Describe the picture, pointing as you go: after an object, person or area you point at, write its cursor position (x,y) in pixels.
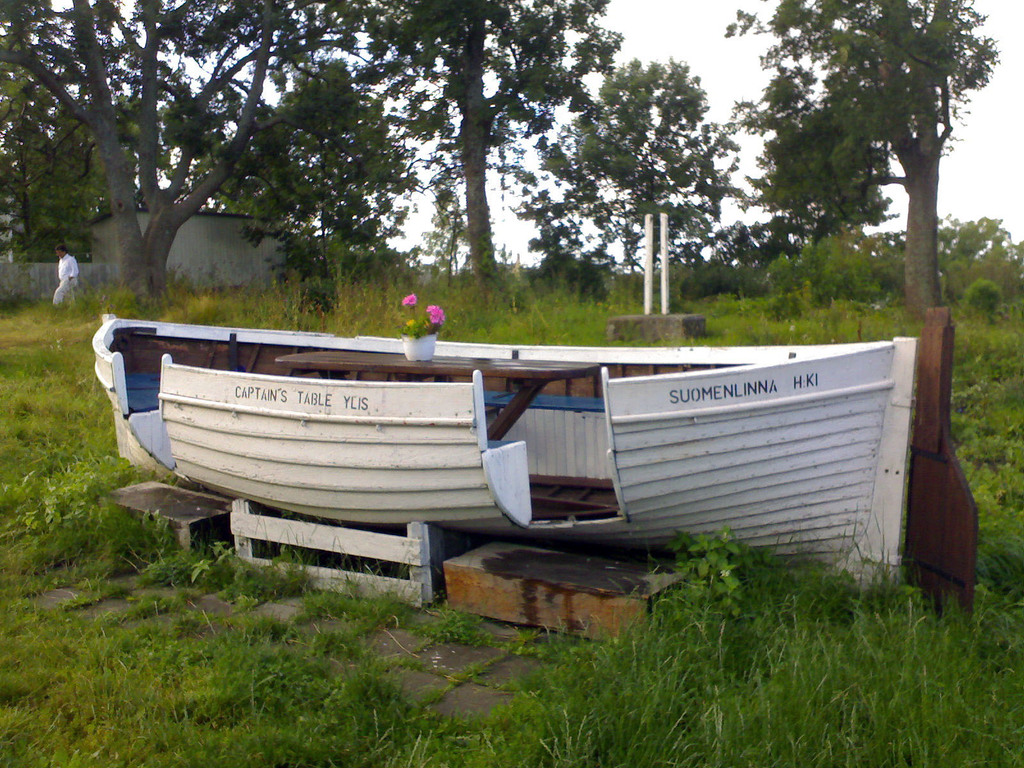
In the foreground of this image (642,672), there is grass (368,658), a table (578,368) in a boat (475,415) on which there is a flower vase (412,349). In the background (95,208), there is a man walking on the left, a wall (104,266), trees (284,147) and the sky (696,33).
